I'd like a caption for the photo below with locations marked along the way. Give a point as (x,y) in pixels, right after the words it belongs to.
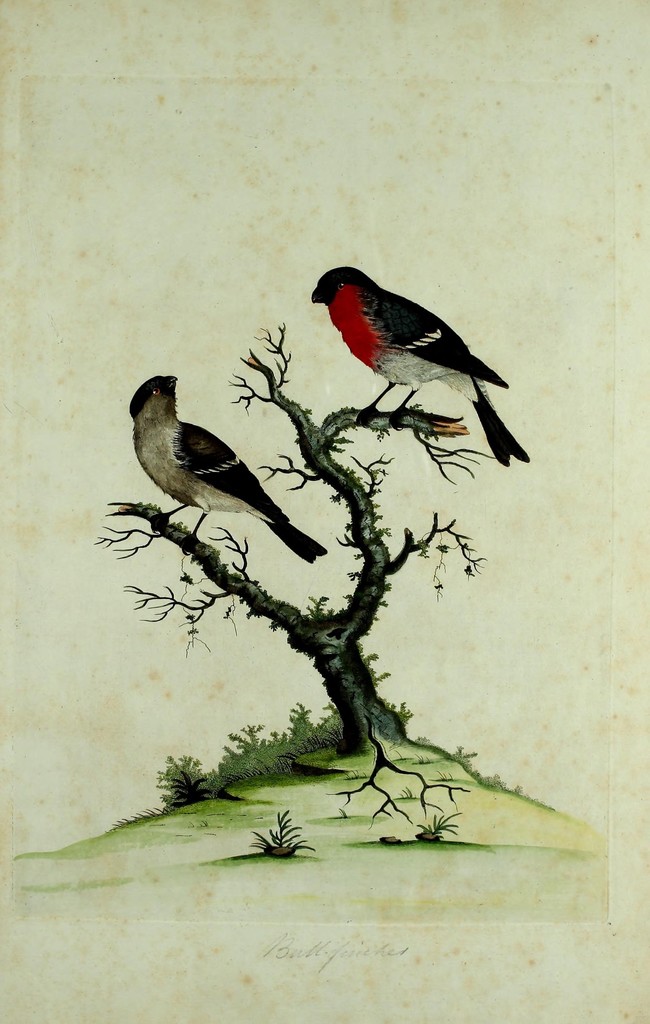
In this image I see a paper (586,69) on which there is an art (364,521) of a tree (346,648) on which there are 2 birds (399,362) and I see plants (231,771) on the ground (491,802).
